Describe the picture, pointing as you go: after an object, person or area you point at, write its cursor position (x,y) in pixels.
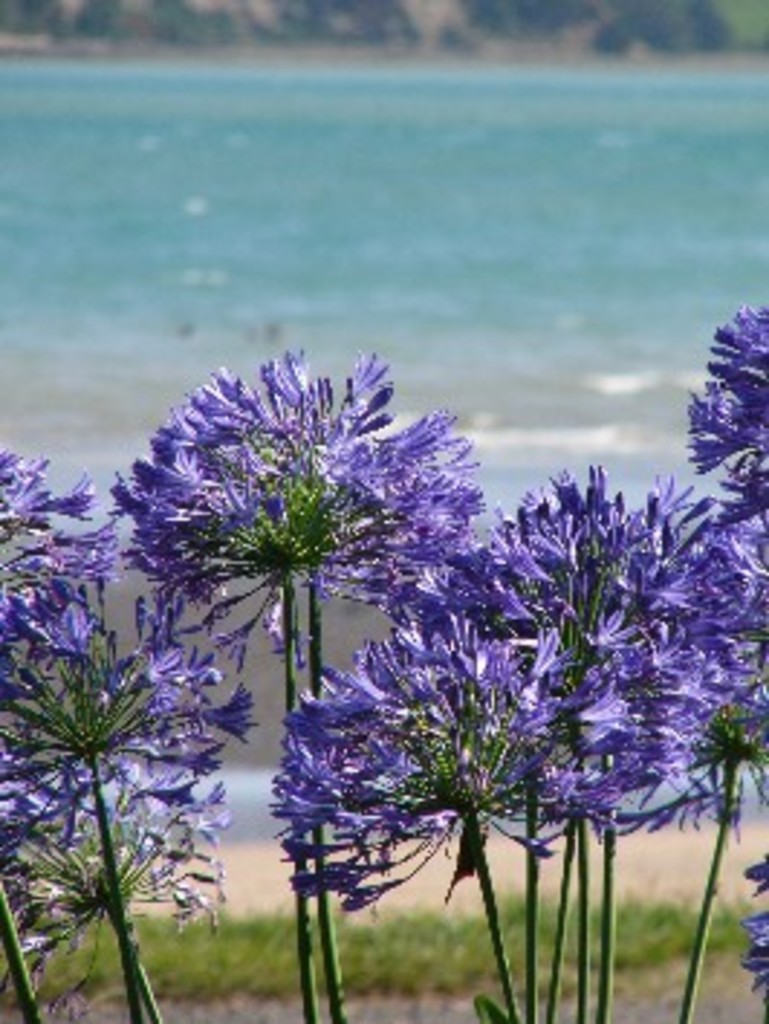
In this image, we can see some flowers (488,569) on the plants (585,1023). We can see the ground (730,889). We can see some grass (502,923). We can see some water (191,284).
